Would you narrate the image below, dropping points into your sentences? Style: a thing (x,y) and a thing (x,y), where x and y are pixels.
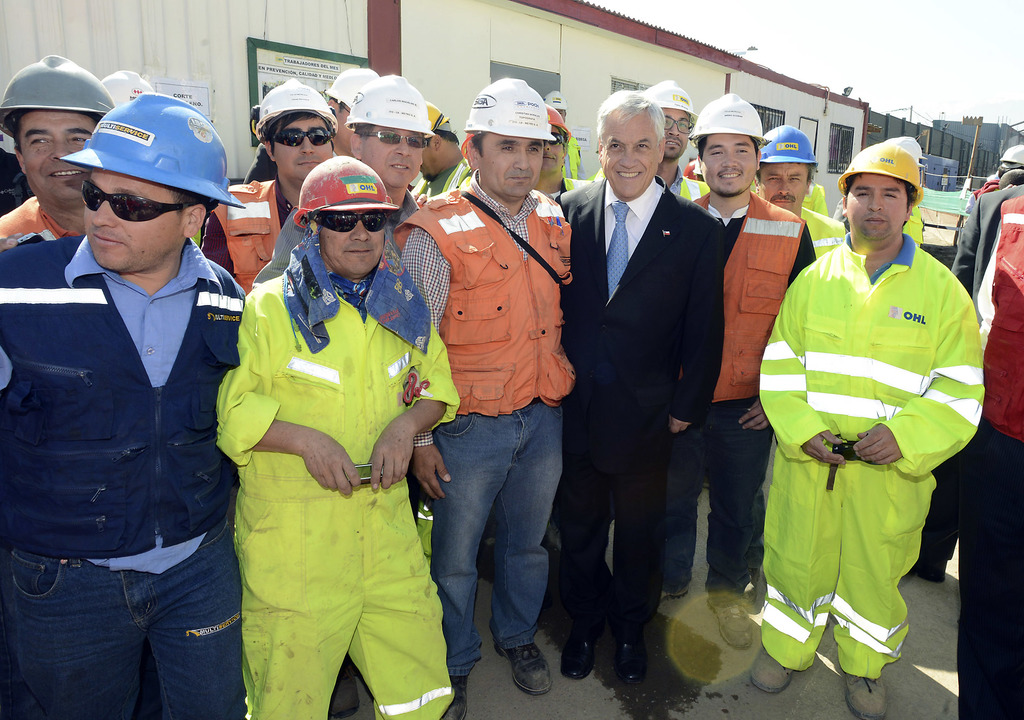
There are group of people (257,371) standing and these people (759,441) are wore helmets (669,99). Background (570,71) we can see wall (836,114), windows (838,131), pole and sky (857,60).
